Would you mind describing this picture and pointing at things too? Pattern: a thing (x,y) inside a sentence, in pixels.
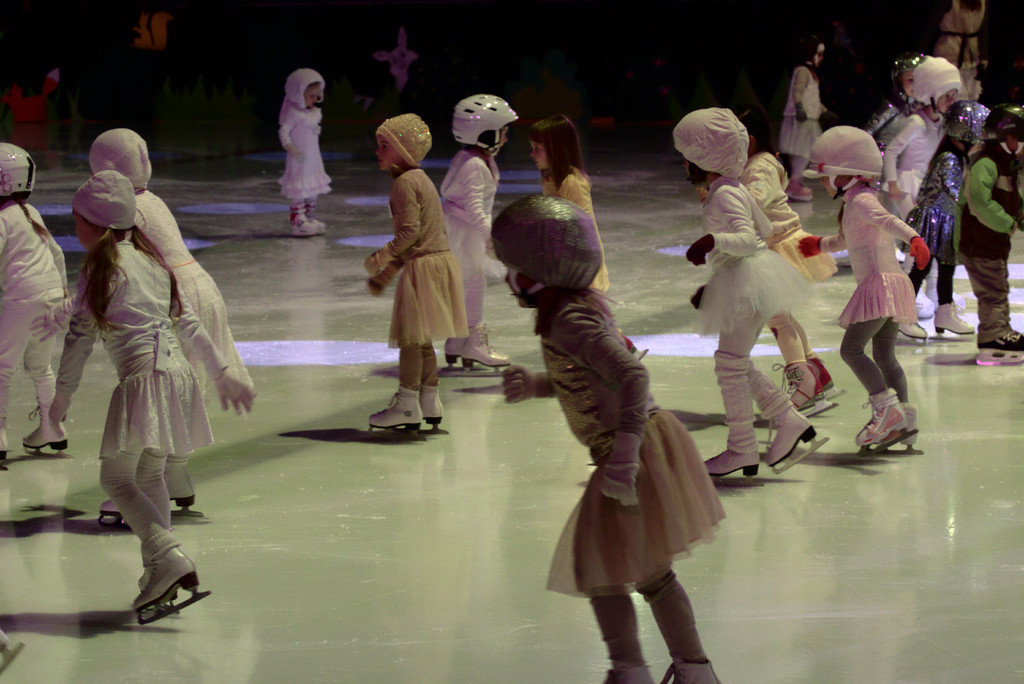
In this image, we can see a group of kids (894,420) are skating on the floor (467,577). Few are wearing helmets (561,255) and caps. Background (862,84) we can see the dark view.
